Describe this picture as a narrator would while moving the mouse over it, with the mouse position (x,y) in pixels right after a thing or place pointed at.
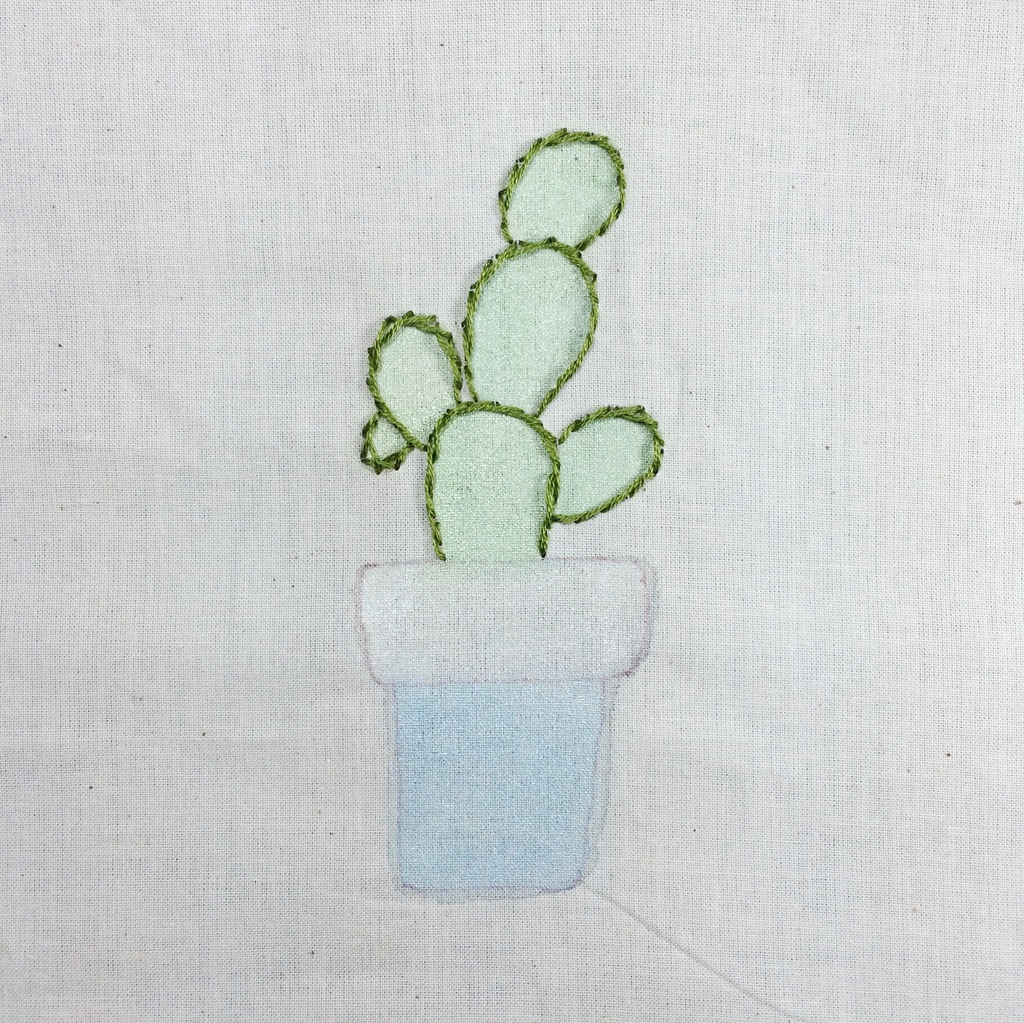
In this picture we can see one diagram (434,408) of a plant (485,510) along with a pot (460,714) on the cloth (445,914).
